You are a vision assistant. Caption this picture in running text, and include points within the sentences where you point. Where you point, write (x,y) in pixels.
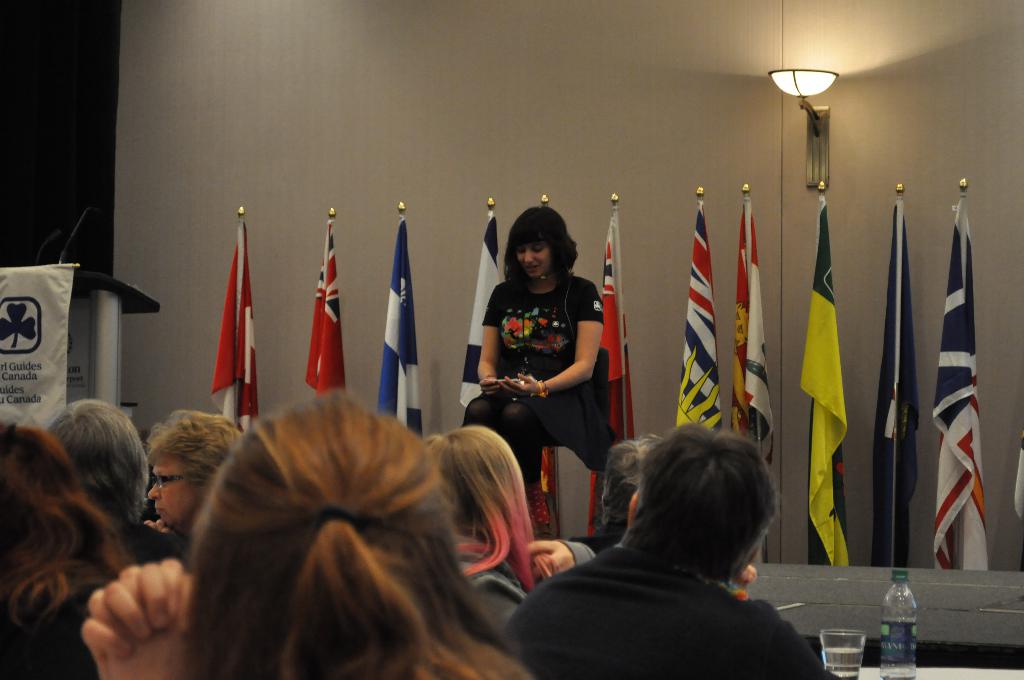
In this image there are group of audience (447,554) sitting, there is a person (511,360) sitting on the chair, there is a person (505,392) holding an object (514,378), there are flags (959,355), there is a chair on the stage (837,586), there is a podium (69,328) truncated towards the left of the image (84,299), there are microphones (75,229), there is the wall (289,144), there is a water bottle (898,616), there is water (848,659) in the glass (842,644), there is a light (801,87) on the wall (792,47).
